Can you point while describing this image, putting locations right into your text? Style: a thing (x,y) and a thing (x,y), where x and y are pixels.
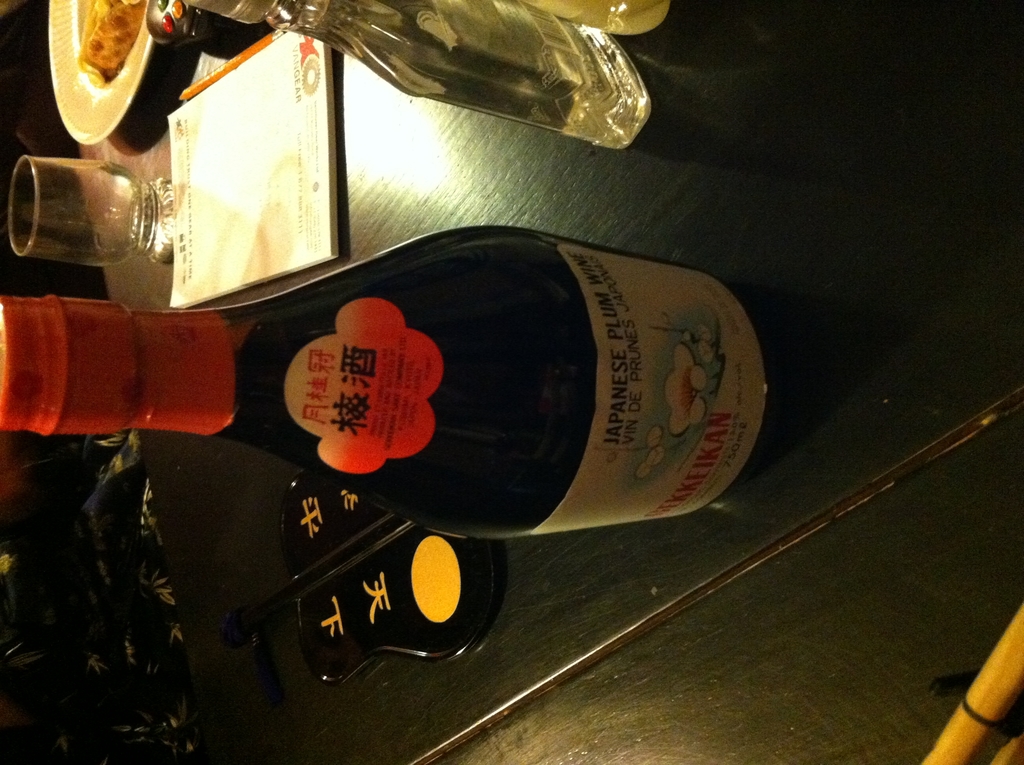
on the table (846,371) there is a black bottle (530,393), a transparent glass bottle (459,94). behind that there is a book (249,118), pencil (268,39), plate (124,87).
